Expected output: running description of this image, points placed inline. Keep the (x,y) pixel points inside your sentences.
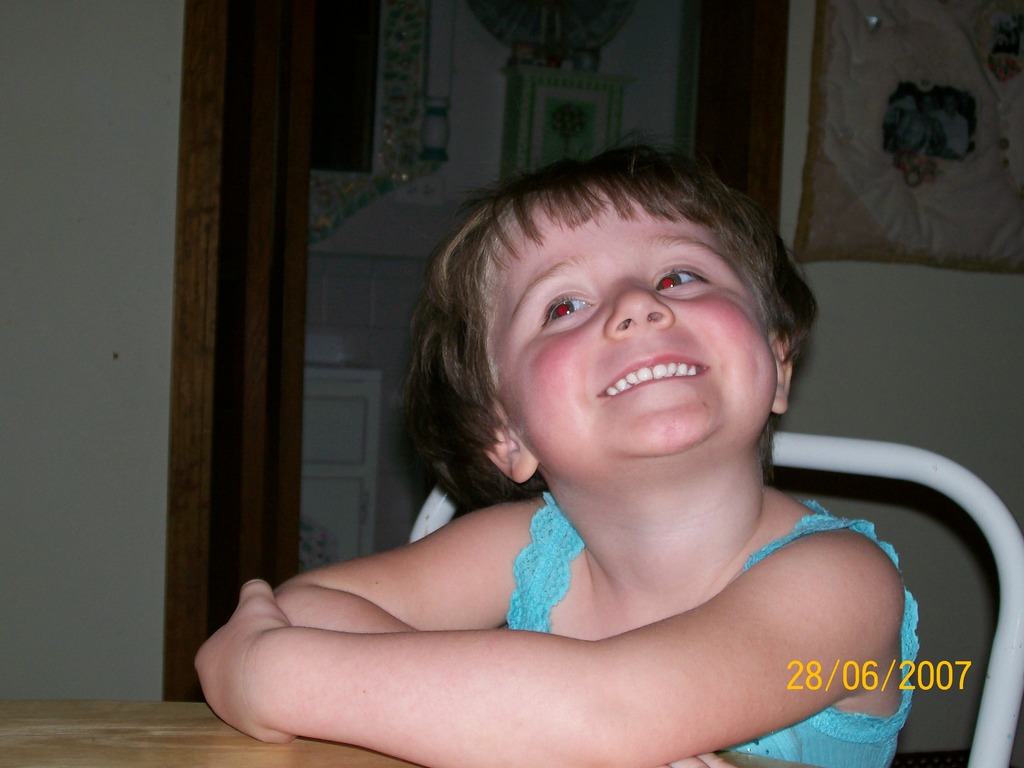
This kid (809,509) is sitting on a chair (919,461) and smiling. This is white wall (55,384). Here we can see date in numbers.
